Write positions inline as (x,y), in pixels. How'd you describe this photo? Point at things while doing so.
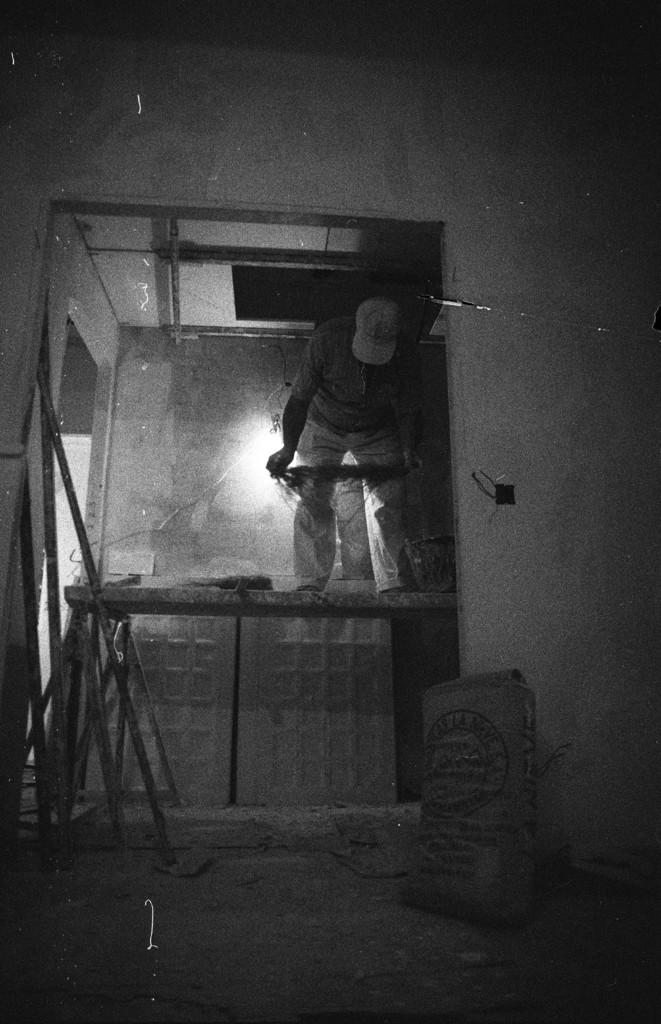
This is a black and white image. We can see a person (326,529) is standing on an object (375,588). On the left side of the image (29,665), it looks like a ladder (88,733) and some objects (85,626). On the floor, it looks like a sack (427,869). Behind the man (351,438), there is light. At the top of the image (252,59), there is a wall (581,262).
